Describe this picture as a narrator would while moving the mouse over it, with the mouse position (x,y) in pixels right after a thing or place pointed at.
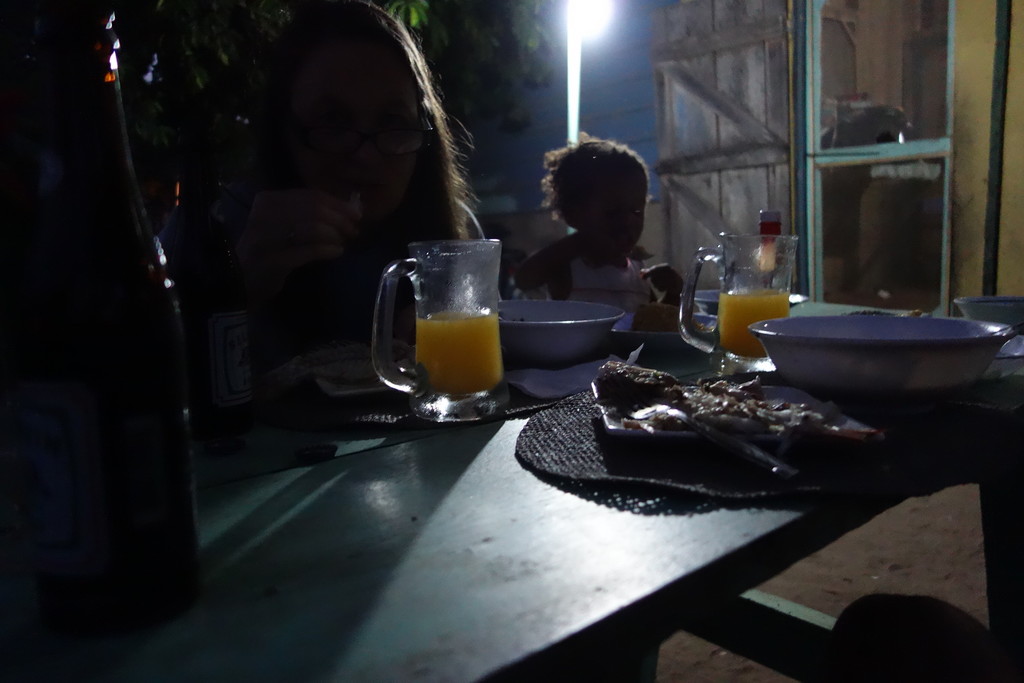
In this image, I can see a woman (371,239) and a kid (592,271) sitting and eating. There is a table (657,522) with bowls (793,348), glasses (681,332), bottles (237,383), a plate (652,312) and few other things (685,416). In the background (493,132), It looks like a house (746,126), tree (488,47) and the sky (597,107).
